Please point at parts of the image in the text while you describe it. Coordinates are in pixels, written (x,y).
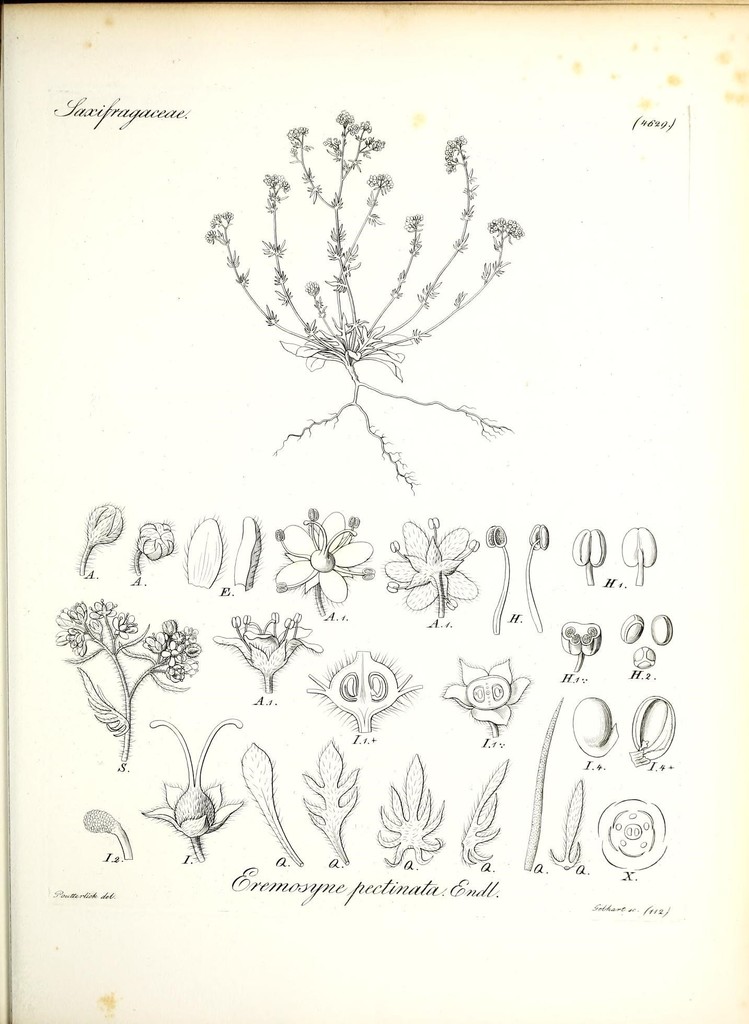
In this image we can see there is a poster (341,469) with flowers (414,603), leaves (393,357), plants (390,345) and text (429,886) written on it.
